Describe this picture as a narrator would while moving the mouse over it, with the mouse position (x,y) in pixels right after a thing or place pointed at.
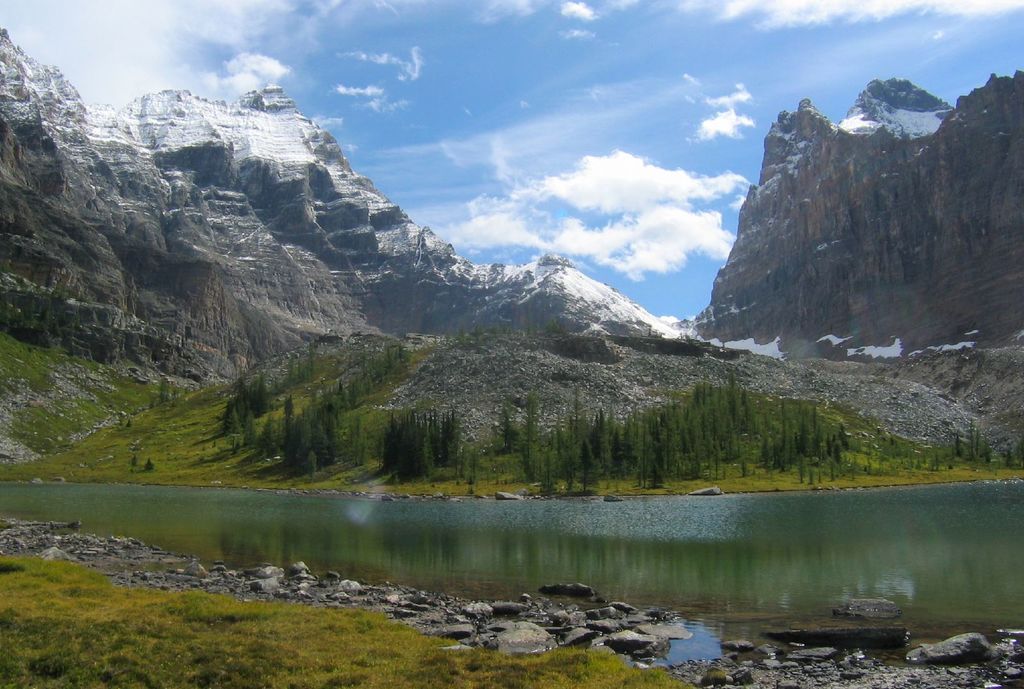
In this image, we can see trees (728,392) and mountains (313,253) and at the bottom (390,560), there is water (565,558) and we can see rocks (424,614). At the top (488,114), there are clouds (553,180) in the sky (556,120).
